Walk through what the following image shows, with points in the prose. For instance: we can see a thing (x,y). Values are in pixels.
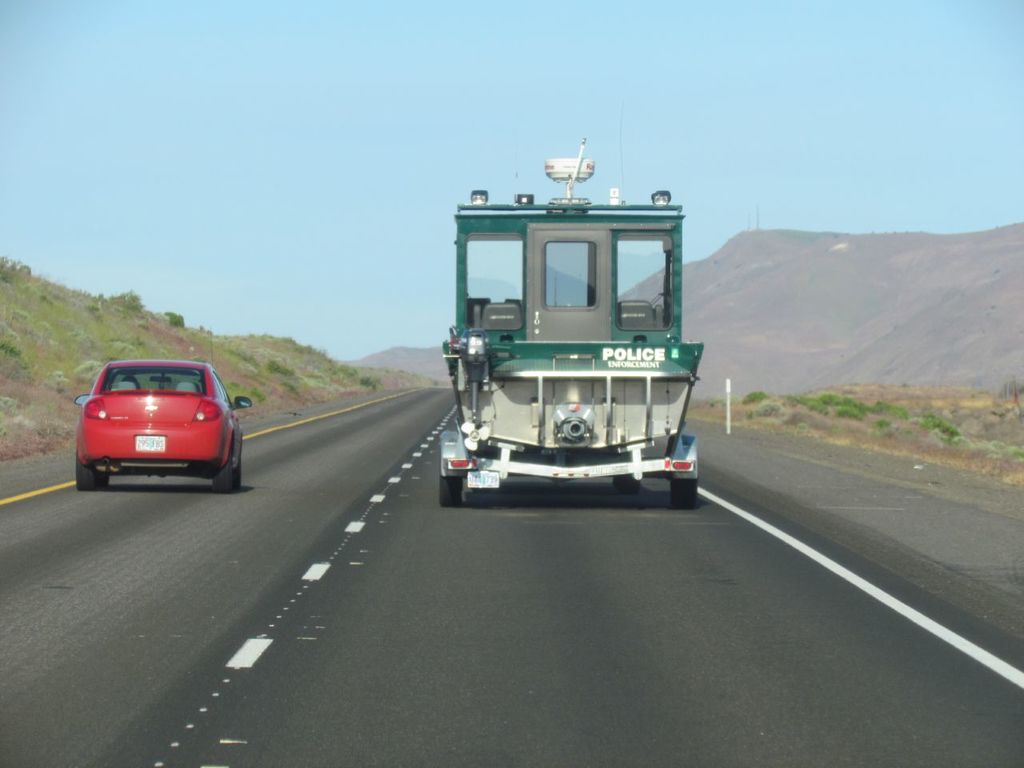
This picture shows a car (119,418) and a vehicle (534,420) moving on the road (493,547) and we see few plants (148,320) and a blue sky (760,118) and we see a hill (931,273). Car (213,411) is red in color.
